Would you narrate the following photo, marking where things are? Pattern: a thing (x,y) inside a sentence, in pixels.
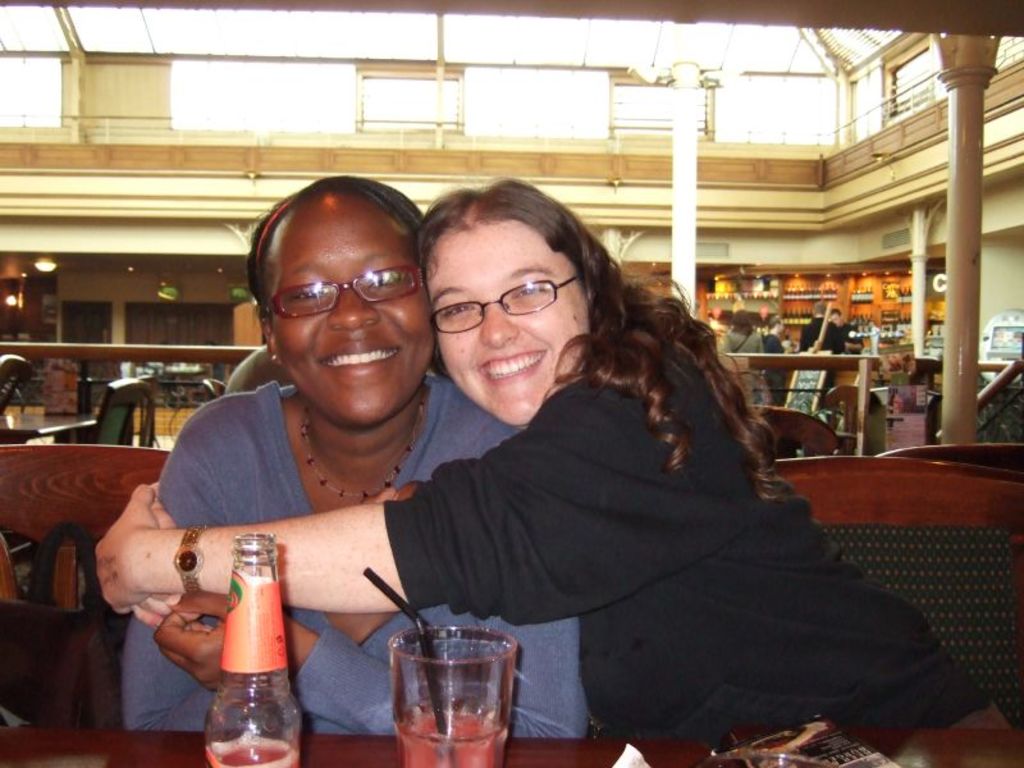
In the picture i could see the two persons (324,308) smiling and hugging each of them. One is dressed in black color and other one is dressed in blue color both are having the glasses (312,304). They are in front of them they are having a bottle of juice (275,718) and a glass of juice (431,693) with straw (415,613) in it. They are sitting on the chairs (920,555) which are brown in color. In the back ground (816,307) i could see some bar (785,287) with the many chairs (103,418) and dining table (42,430) surrounded and in the right corner (802,340) i could see the bottles (798,315) and the person (802,331). There are pillar (948,271) in the picture also.
